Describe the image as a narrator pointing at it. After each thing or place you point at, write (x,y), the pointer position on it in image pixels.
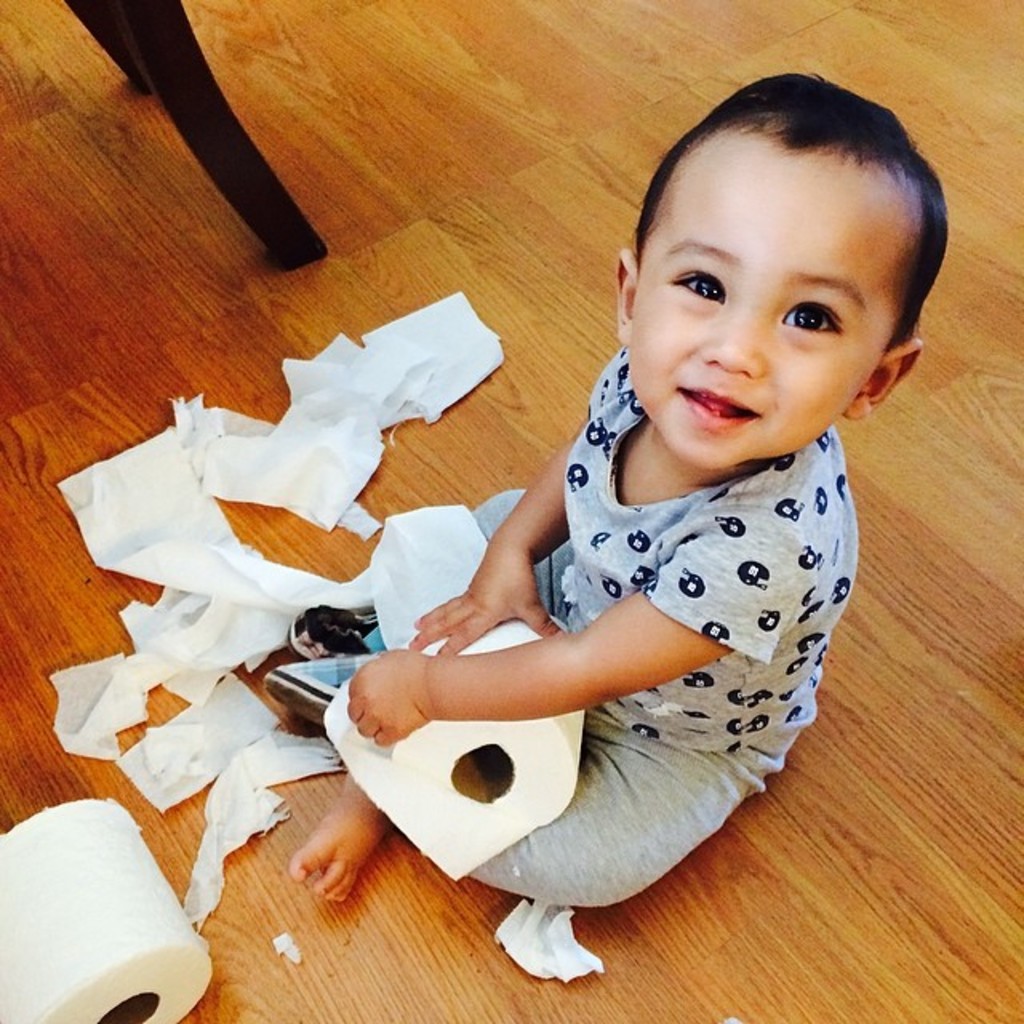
There is a boy (388,722) sitting on the floor (835,756) by holding a tissue roll (478,764) in his hands (426,721) and we can also see tissue papers (105,532), tissue roll (15,976) and legs (197,72) of a chair (202,129) on the floor (303,181).
